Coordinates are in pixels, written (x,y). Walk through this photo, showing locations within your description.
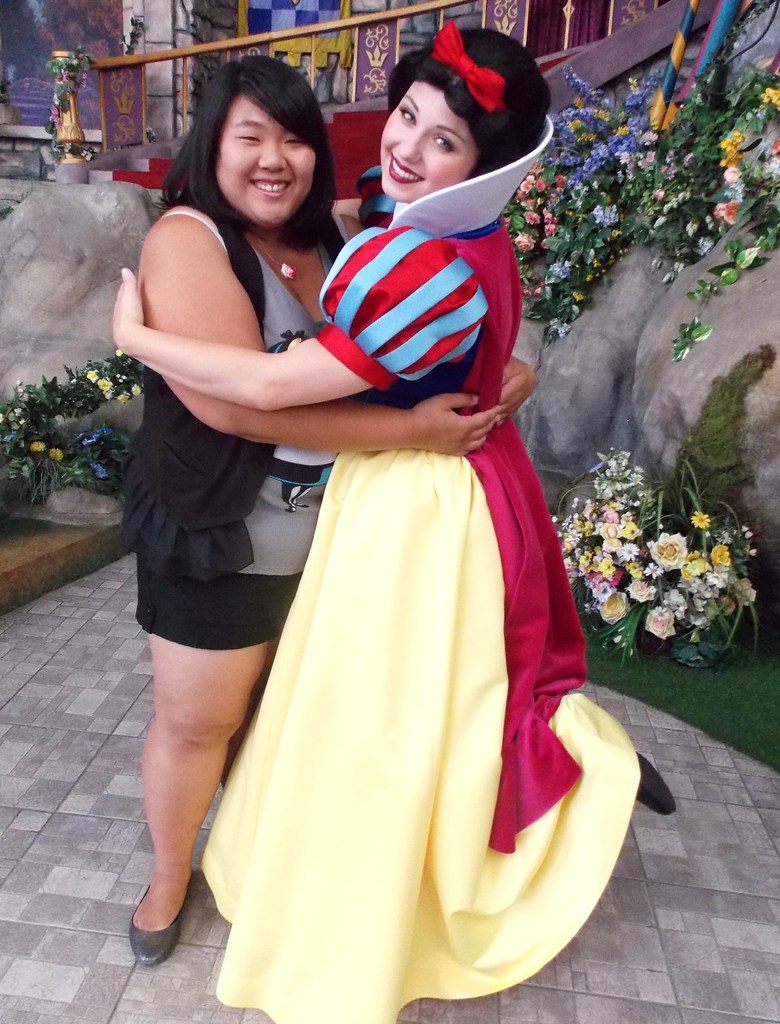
In the image there are two girls (313,407) hugging each other and behind them there are many flower plants (617,479), the girl (505,610) on right side (524,154) is wearing princess attire (401,452), in the back (160,59) it seems to be stair case (59,85).
